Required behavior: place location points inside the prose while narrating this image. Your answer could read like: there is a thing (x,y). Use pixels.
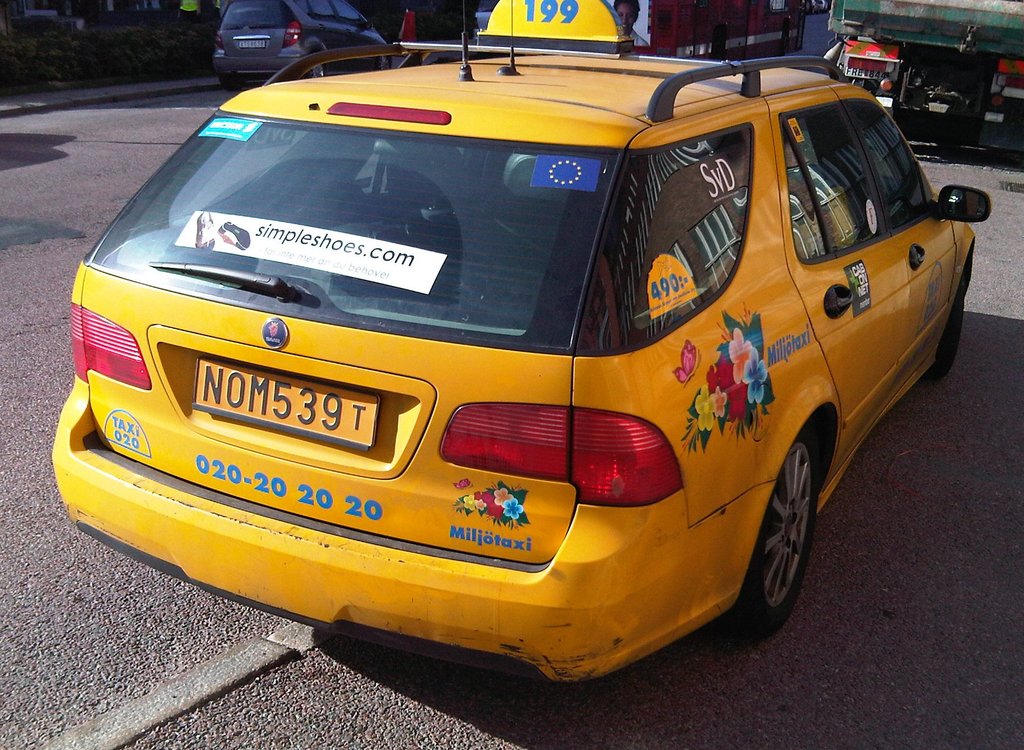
In this picture we can see few cars (554,307) on the road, in the background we can find few buildings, at the top of the image (168,25) we can see few plants (163,45) and a person (188,18).
